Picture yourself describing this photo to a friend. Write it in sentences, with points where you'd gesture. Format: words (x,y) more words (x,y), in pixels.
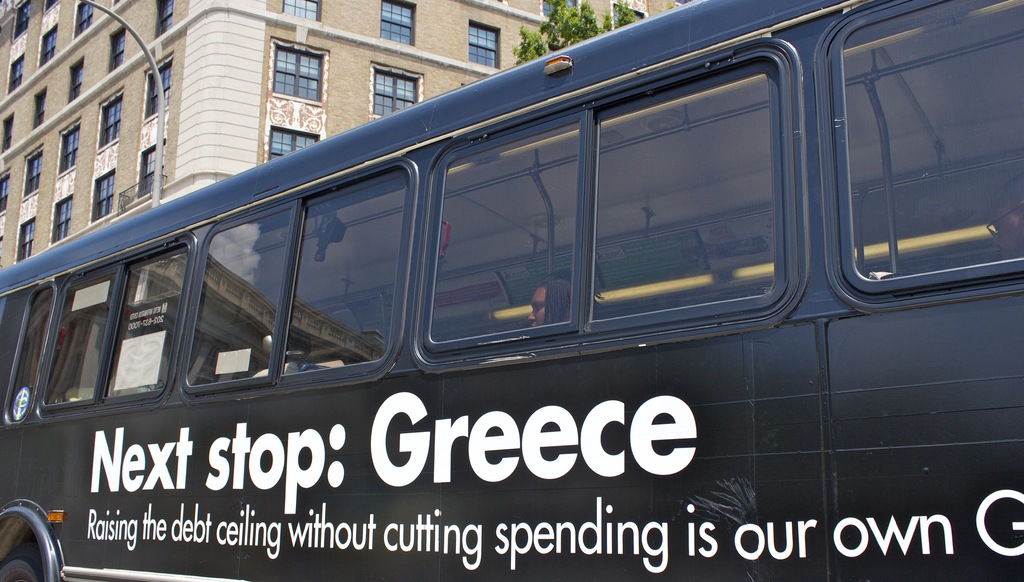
In this picture we can observe a black color bus (289,448). There are white color words (257,475) painted on this bus (394,560). In the background (211,124) there is a cream color building (266,59) and a tree (537,42).
